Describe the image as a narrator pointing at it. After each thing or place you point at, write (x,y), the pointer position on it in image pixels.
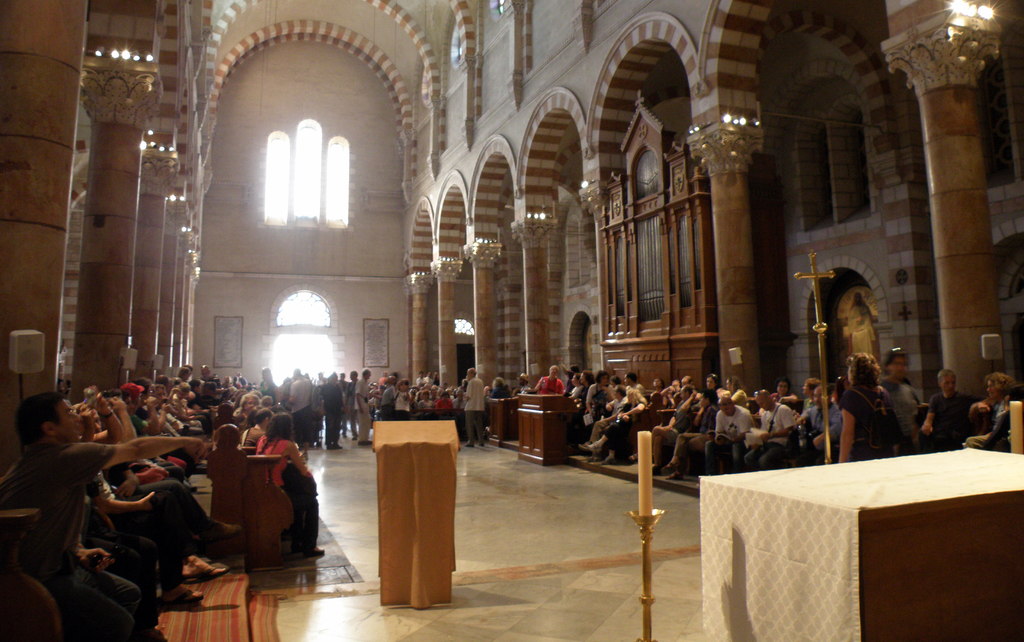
This is the picture of a building (519,321). In this image there are group of people (134,509) sitting and there are group of people (926,425) standing. In the foreground (876,495) there is a podium (382,529) and there are candles (1018,422) and there is a table (844,494) and there is an object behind the table (843,490). At the back (382,330) there are frames (366,340) on the wall (367,235) and there might be speakers (24,360) and there is a door (294,339) and there are windows (301,316). At the top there are lights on the pillars (146,196). At the bottom (562,549) there is a floor (516,572) and there is a mat (233,589).
